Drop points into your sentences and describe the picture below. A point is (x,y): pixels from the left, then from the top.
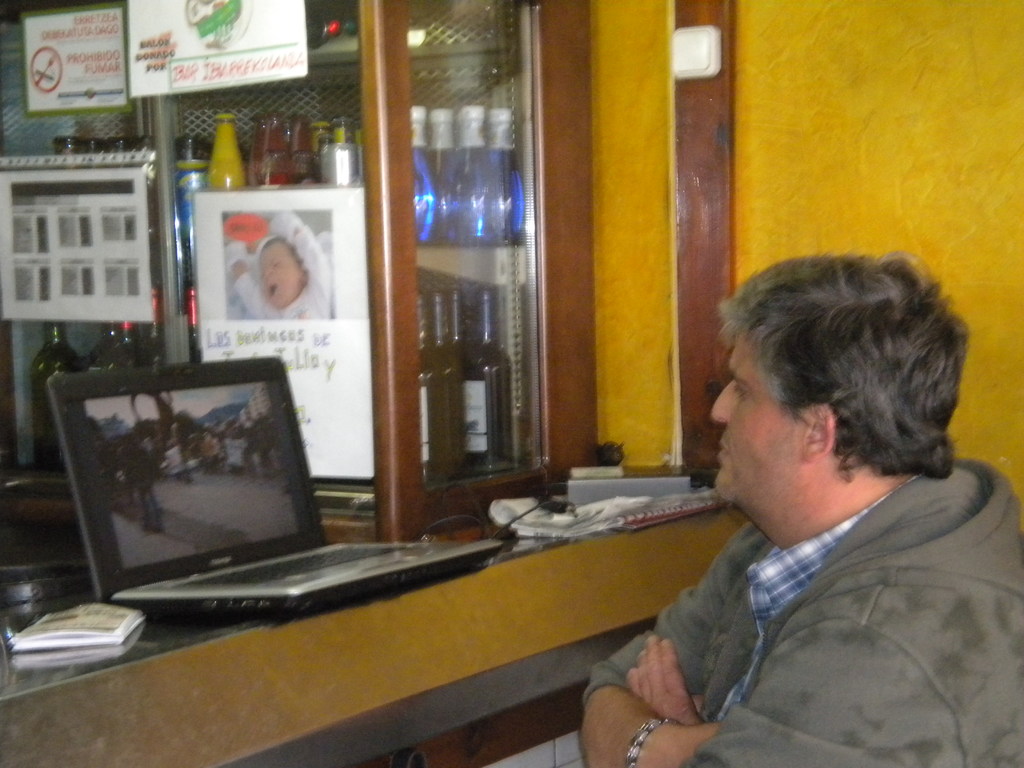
In this picture I can see a man (783,430) on the right (764,506) and in front of him I can see a laptop (144,461) and beside to it I can see few things (44,627). On the left side of this picture (89,322) I can see the glass (462,30) on which there are few papers (150,6) and through the glass (278,100) I can see the bottles (179,196). On the right side of this picture (740,174) I can see the wall (799,171).
